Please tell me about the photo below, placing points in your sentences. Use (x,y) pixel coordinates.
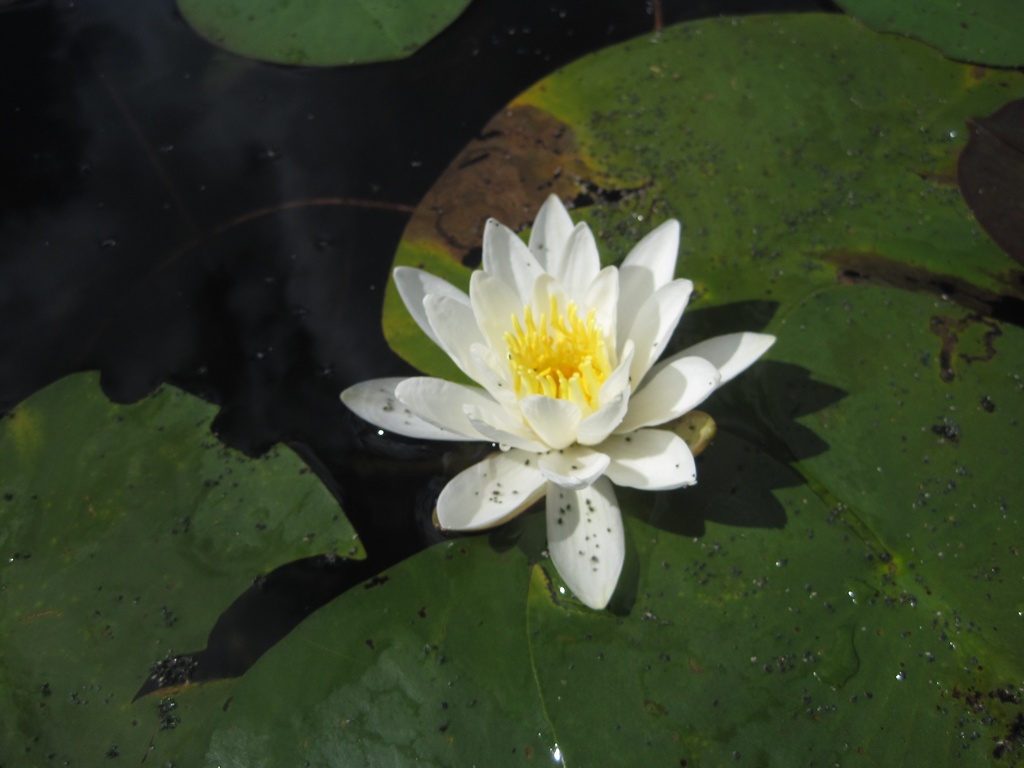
In the picture I can see the white lotus flower (588,319) in the middle of the image (609,262) and there are green leaves (769,287) floating on the water (330,174).
